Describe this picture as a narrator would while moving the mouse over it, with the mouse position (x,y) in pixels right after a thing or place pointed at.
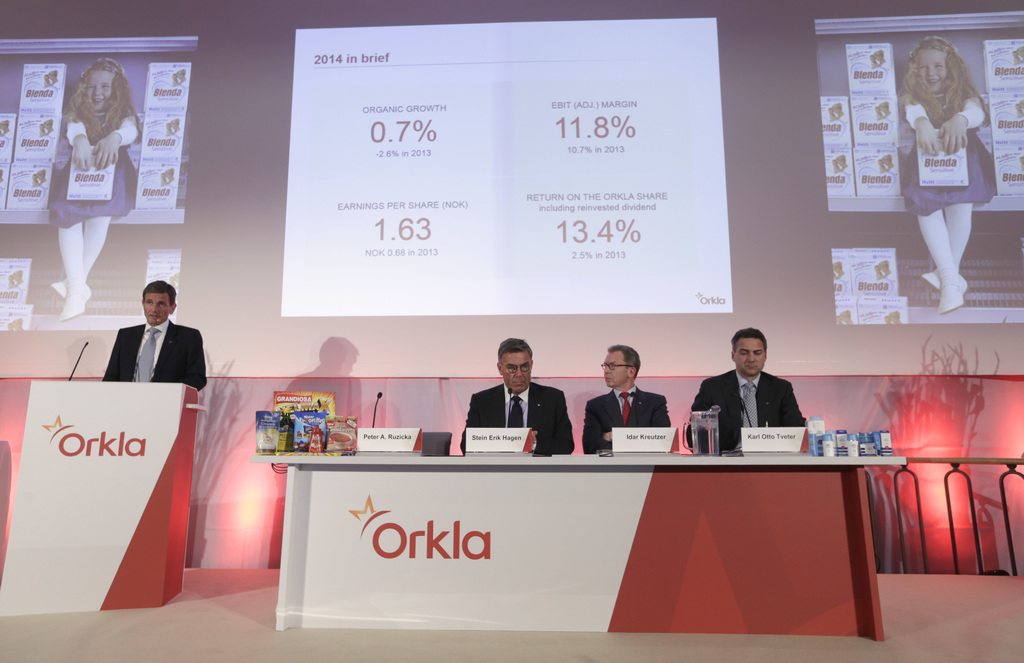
This picture is clicked inside. On the left (172,323) there is a person (159,327) wearing suit (159,358) and standing behind a podium (105,440) to which a microphone (81,353) is attached. In the center (599,440) there is a table (377,476) on the top of which name plates (650,443), jug (695,428) and many other objects (355,426) are placed and there are three men (518,383) wearing suits (650,417) and sitting on the chairs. In the background (888,227) we can see the projector screen (850,223) on which we can see the pictures (964,154) of two girls (946,79) holding some objects (931,155) and we can see the text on the projector screen (849,175).
